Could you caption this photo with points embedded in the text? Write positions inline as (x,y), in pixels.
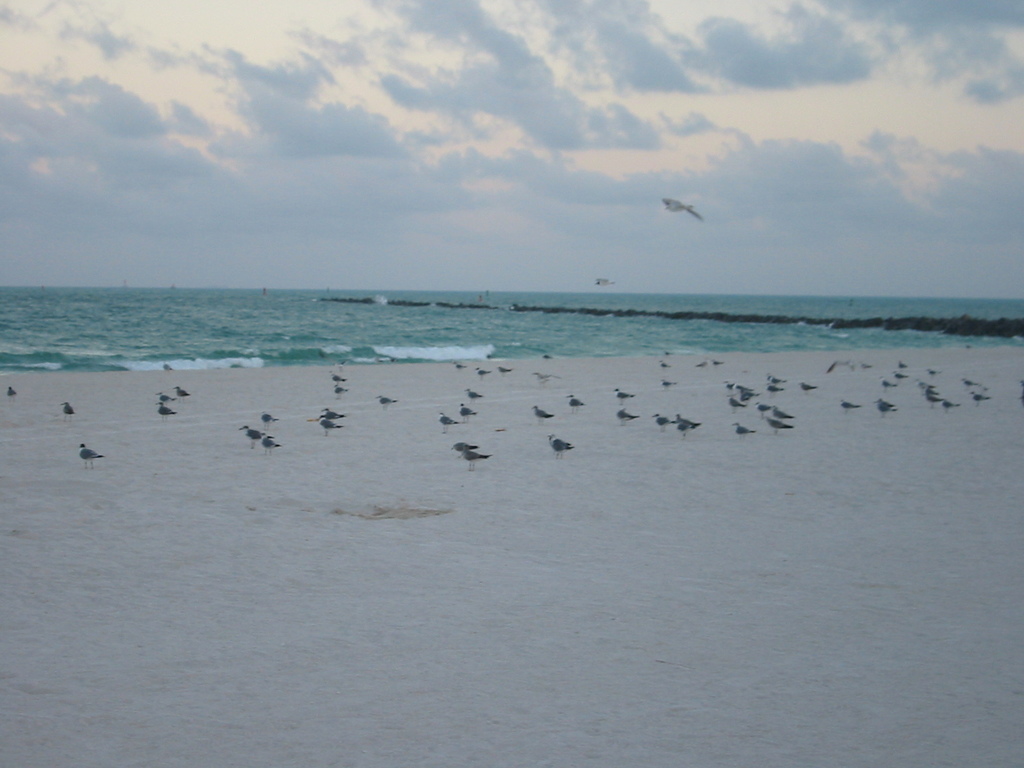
In this image we can see some birds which are on sand (452,629) at the beach (464,554) and in the background of the image (404,294) there is water (398,306) and cloudy sky (369,193).
